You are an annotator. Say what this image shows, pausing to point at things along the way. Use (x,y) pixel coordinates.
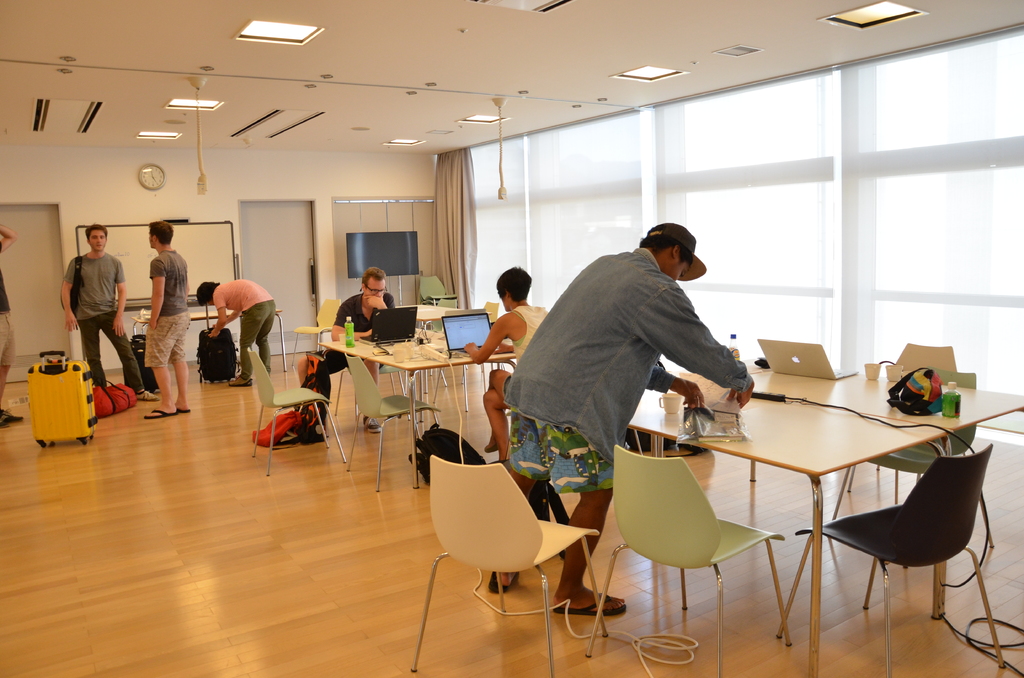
These two persons (514,312) sitting on the chair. These persons (90,282) are standing. This is floor (152,510). we can see chairs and tables (819,397). On the table (364,349) we can see laptops (384,319), cup (677,405), cable (800,398), things (729,420). On the top (295,25) we can see lights (271,30). On the background (287,169) we can see wall (411,220), clock (158,168), board (212,238), television (373,246). This is bag (82,393).
